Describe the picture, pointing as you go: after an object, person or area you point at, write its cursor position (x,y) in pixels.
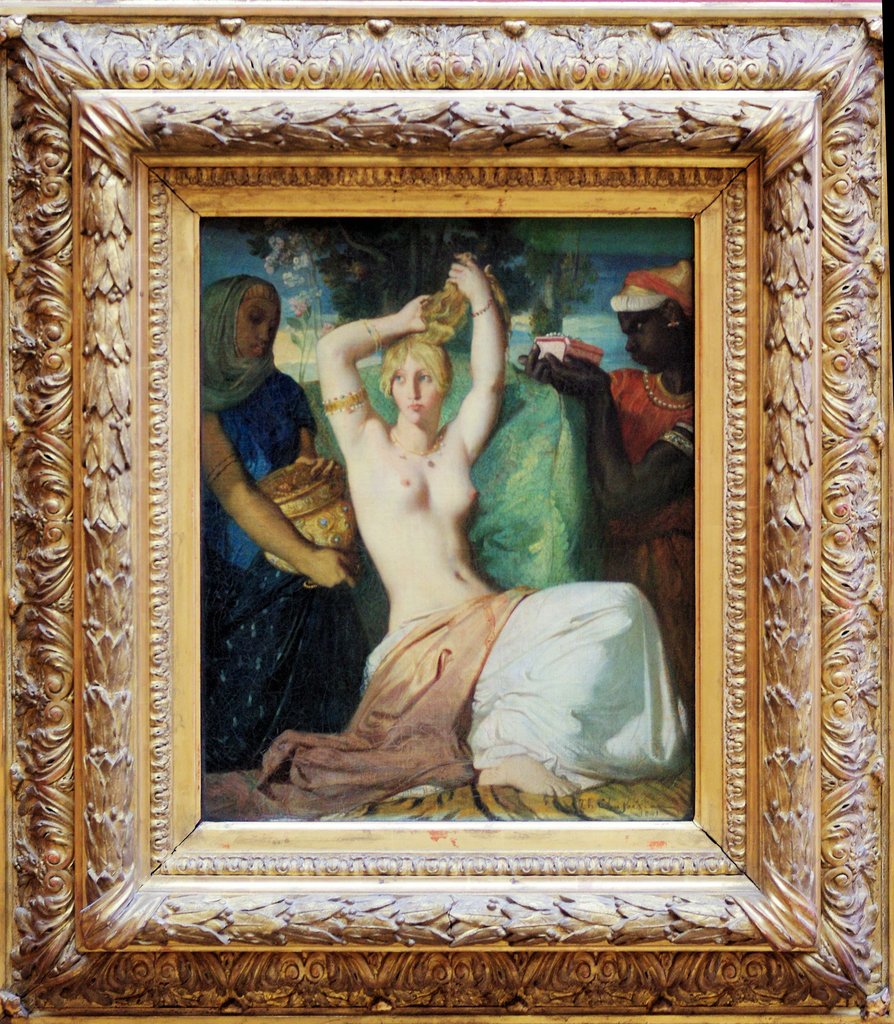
In this image there is a photo frame (813,830) with painting (457,701) of people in it.
